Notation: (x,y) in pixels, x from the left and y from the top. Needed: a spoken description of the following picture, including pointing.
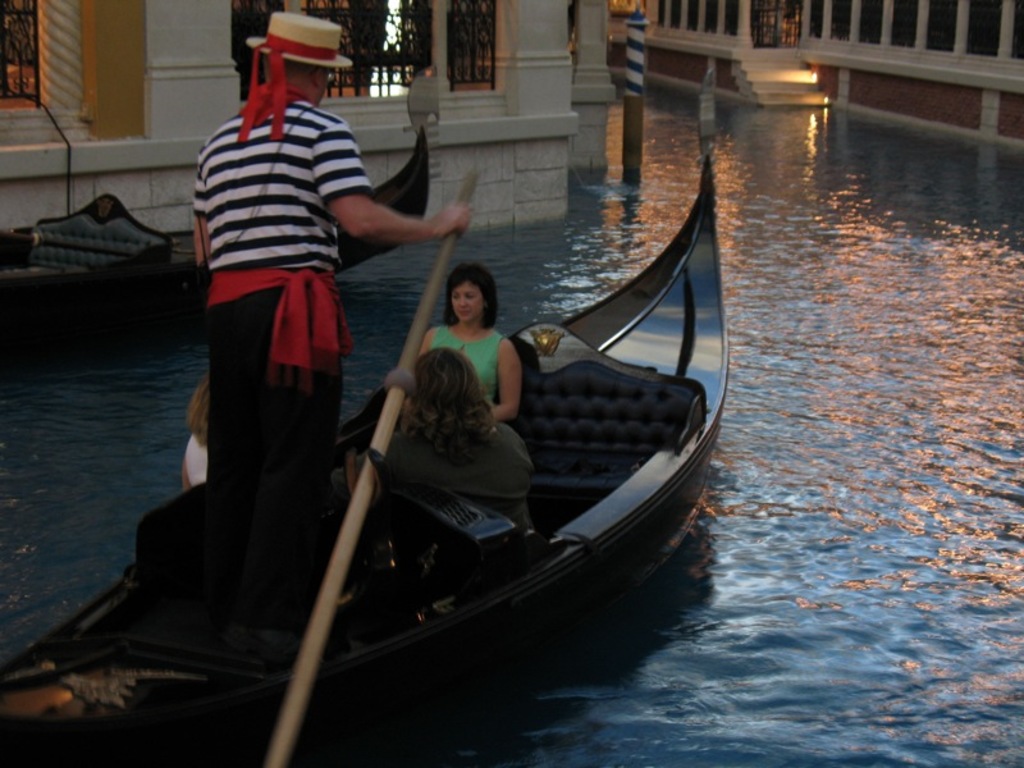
In this image there is water (733,612) and we can see boats (544,365) on the water (884,414). There are people (488,473) in the boats (626,520). In the background (563,162) there are buildings (510,90).
